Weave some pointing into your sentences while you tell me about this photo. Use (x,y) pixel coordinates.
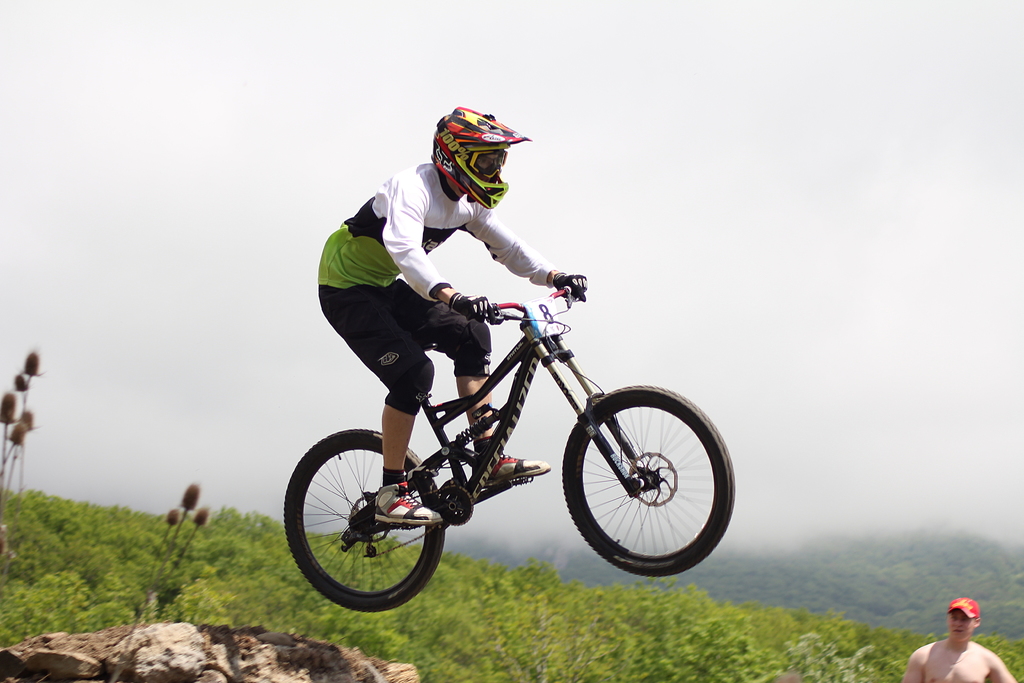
In the image we can see a person (371,286) wearing clothes (361,287), gloves (473,314), helmet (440,152) and shoes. The person (435,317) is riding the bicycle (640,469), there is another person (943,653) standing, wearing cap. This is a stone (216,644), plant (582,636) and sky (662,260).
